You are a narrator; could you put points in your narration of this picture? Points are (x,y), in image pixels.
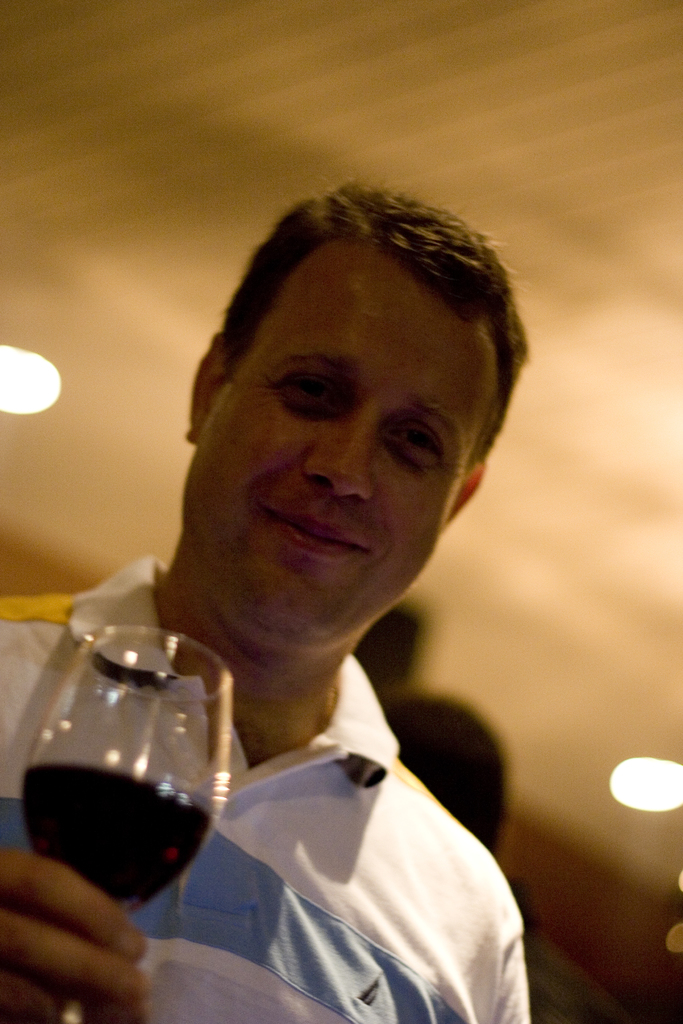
In this image I can see the person (98,591) wearing the white, yellow and blue color dress (209,896) and holding the glass (93,774) with drink (156,796). In the background (455,761) I can see few more people (455,761) and the lights (672,794) in the top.
